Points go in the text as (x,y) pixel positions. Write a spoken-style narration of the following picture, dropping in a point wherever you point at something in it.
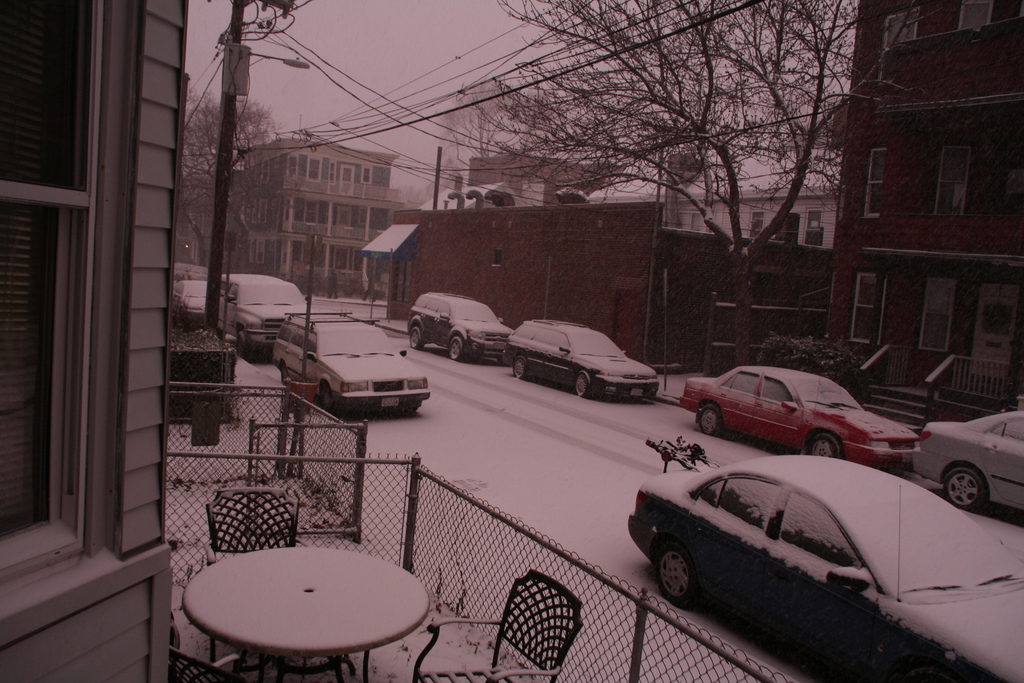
Here we can see a few cars (325,399) which parked on this road (561,439). Here we can see a table (260,571) and chairs (542,636) arrangement which is bounded with this metal fence (608,602). Here we can see a house (959,137), a tree (734,217) and an electric pole (223,61).
